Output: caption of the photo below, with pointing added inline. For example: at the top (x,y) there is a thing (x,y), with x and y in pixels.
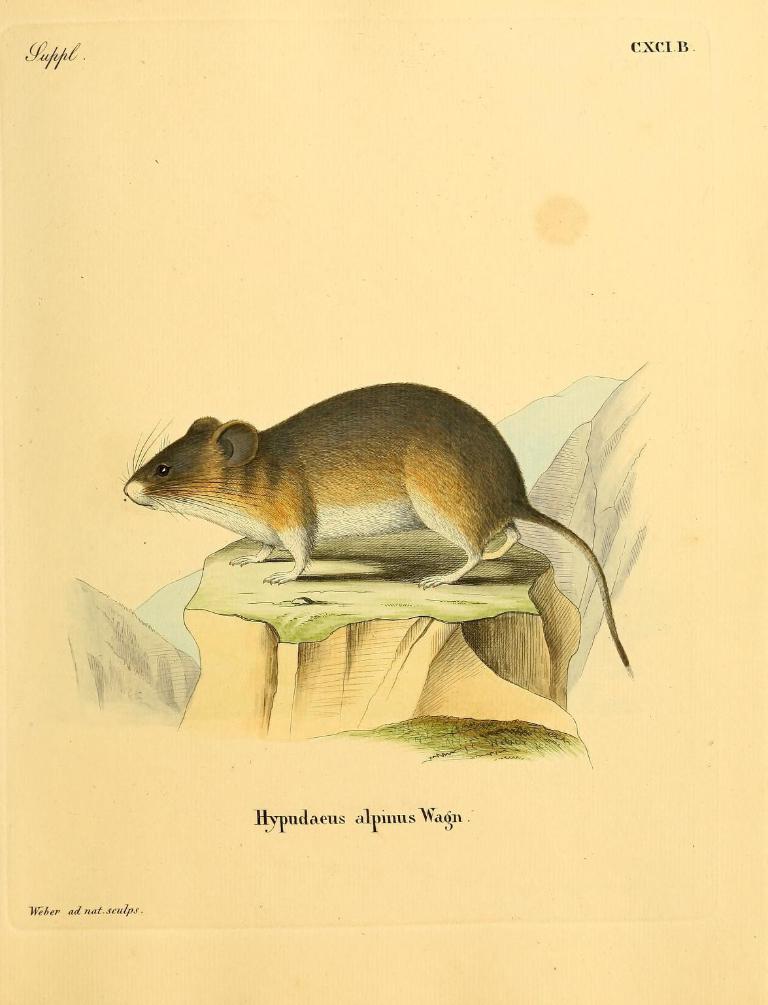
In this image I can see the drawing (372,458) of a rat (378,505) which is brown, black and cream in color is on the green and brown colored object (359,608). I can see the cream colored background (294,289).
